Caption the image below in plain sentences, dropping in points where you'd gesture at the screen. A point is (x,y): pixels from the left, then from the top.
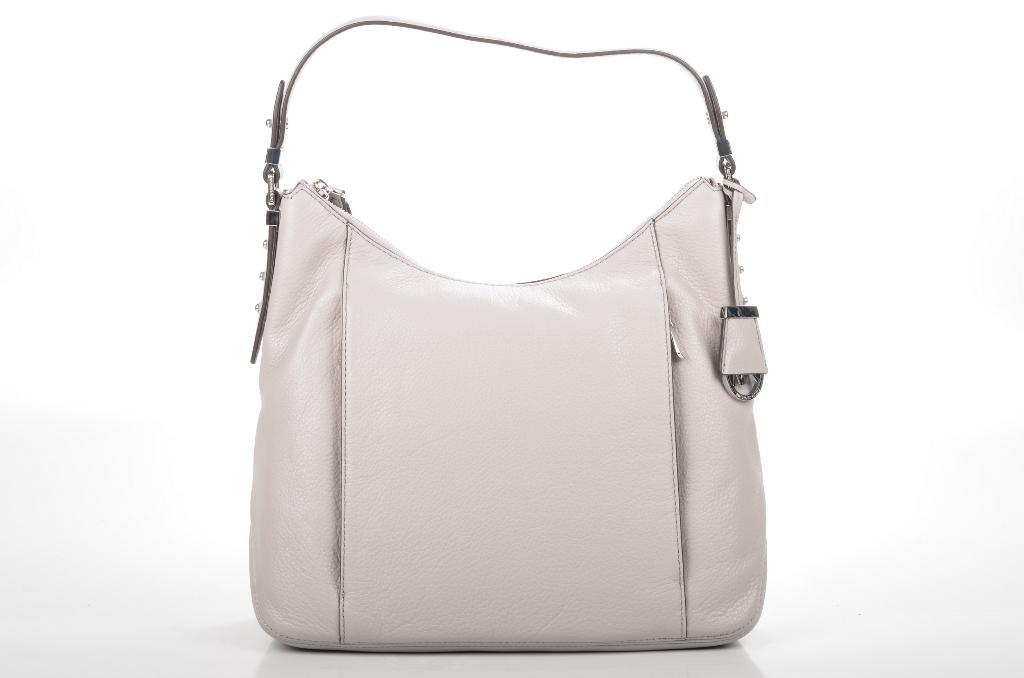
This picture shows a light color woman's handbag (272,636).
